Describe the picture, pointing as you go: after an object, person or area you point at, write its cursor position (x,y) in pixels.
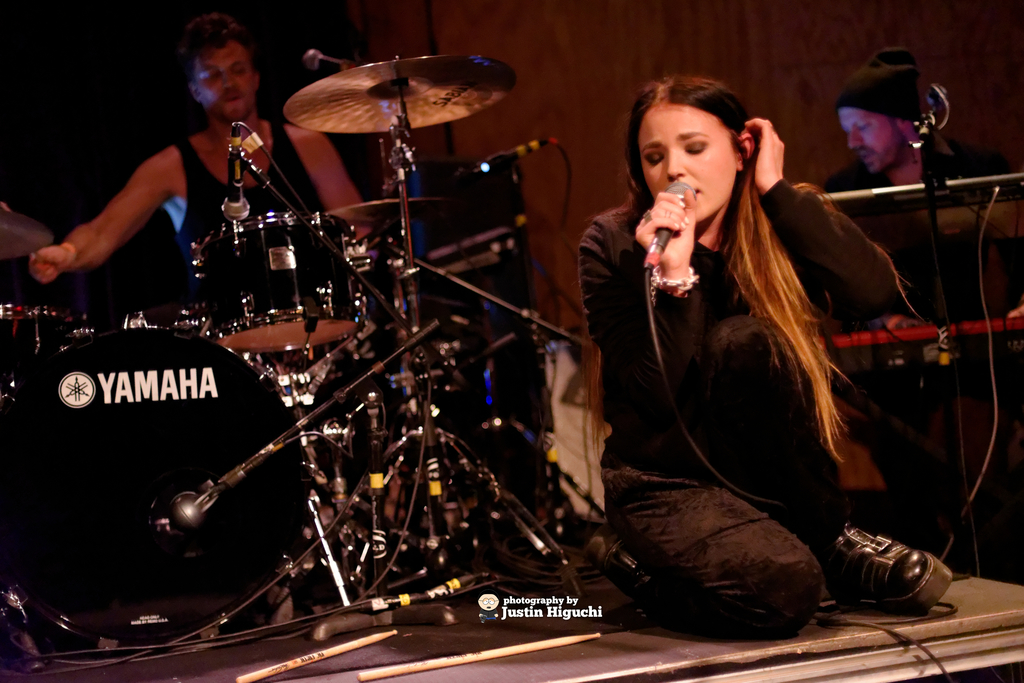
A girl (757,221) who is in black shirt (718,285) and jeans (758,438) holding a mike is sitting on the floor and beside her there are some musical instruments (147,415) on which it is written as yamaha.
